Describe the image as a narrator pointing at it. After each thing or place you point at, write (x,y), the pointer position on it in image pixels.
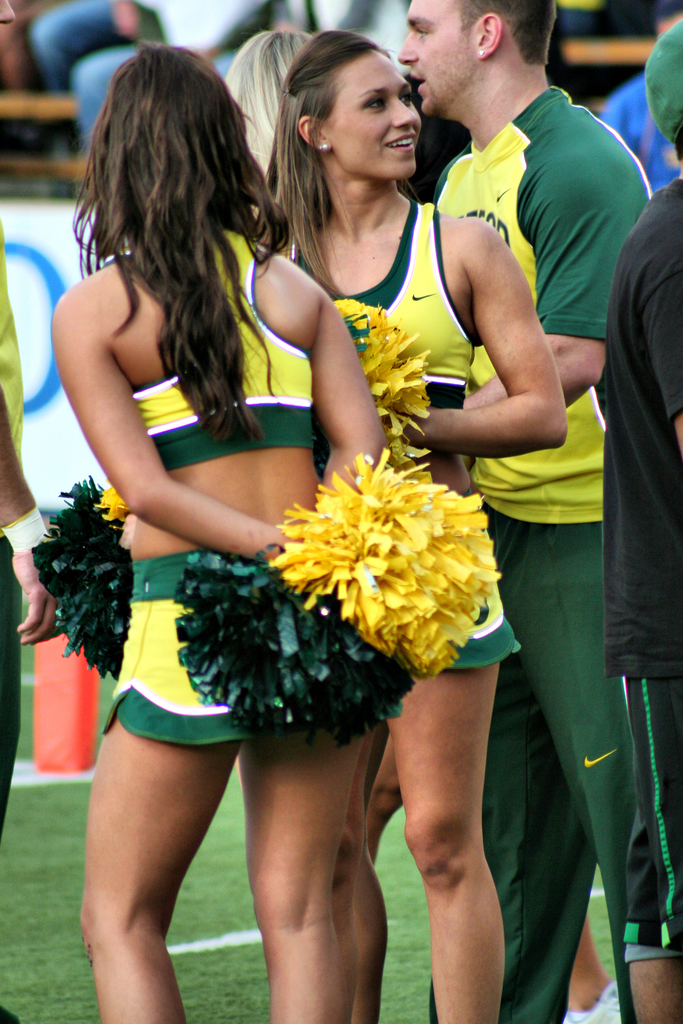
In this picture I can see few people (22,399) standing on the ground (4,899) and I can see couple of women (260,535) holding color papers (270,600) in their hands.
